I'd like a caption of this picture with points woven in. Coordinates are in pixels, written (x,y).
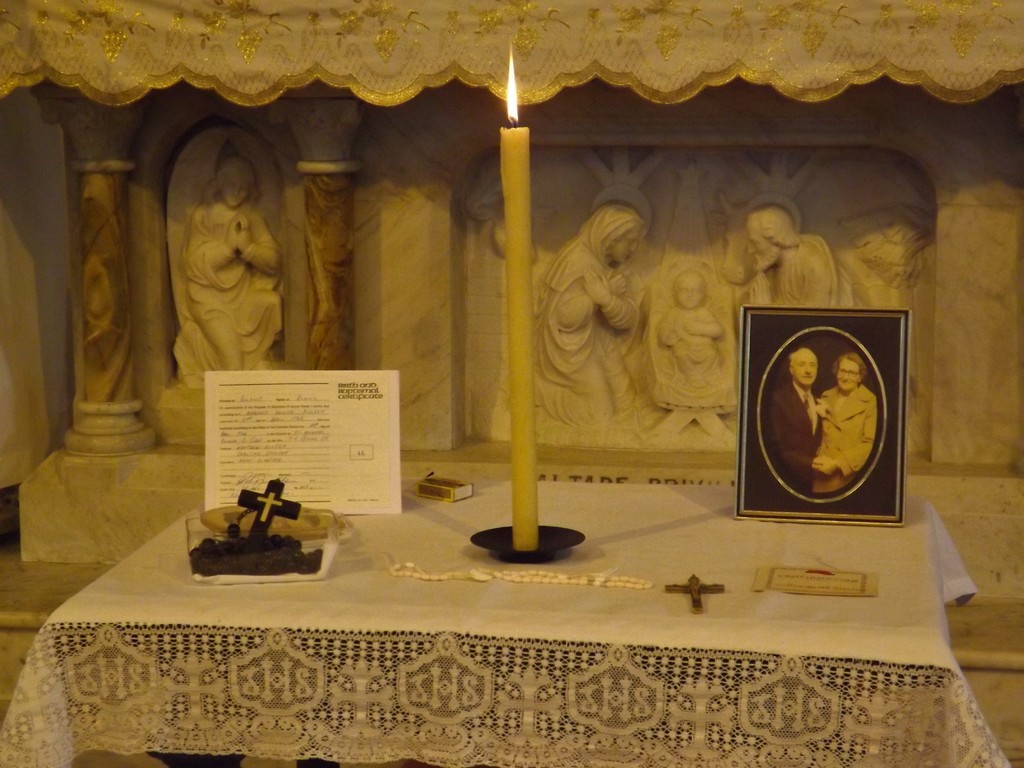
In this image I can see the frame (789,433), candle (511,401), cross symbol (279,500), board (283,474) and few objects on the white color surface (791,641). In the background (760,297) I can see few statues (635,220).
